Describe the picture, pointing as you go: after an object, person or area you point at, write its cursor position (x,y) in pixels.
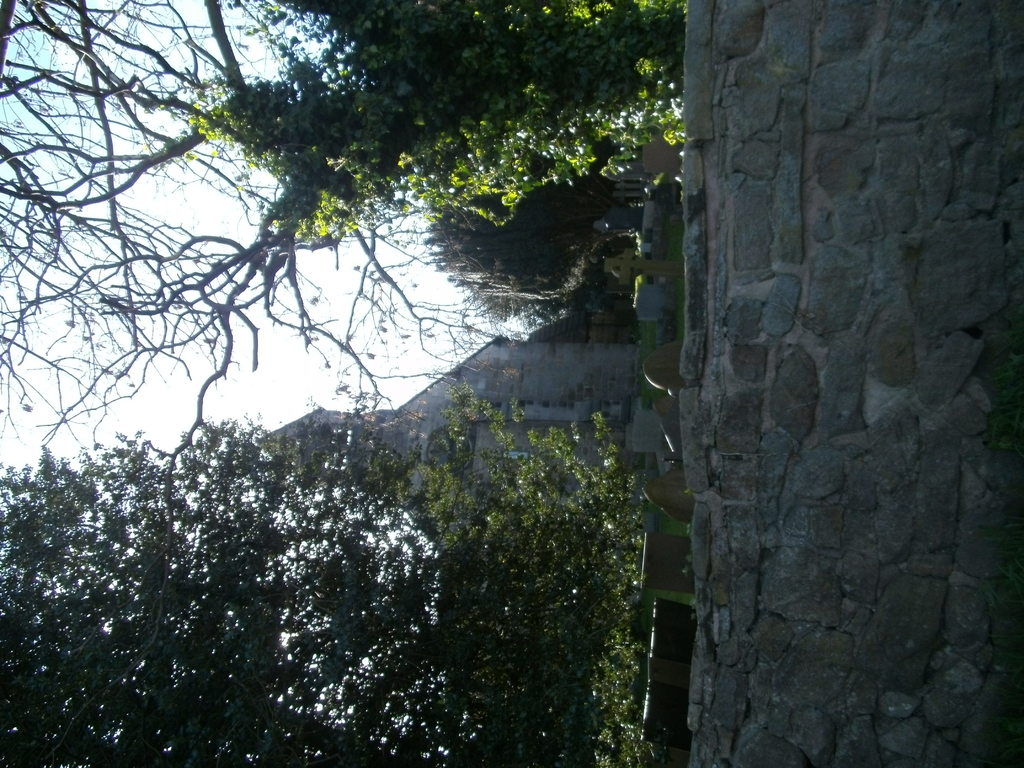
In this image we can see building (556,413), trees (514,504), wall (869,342), grave (658,169) and sky (269,378).
